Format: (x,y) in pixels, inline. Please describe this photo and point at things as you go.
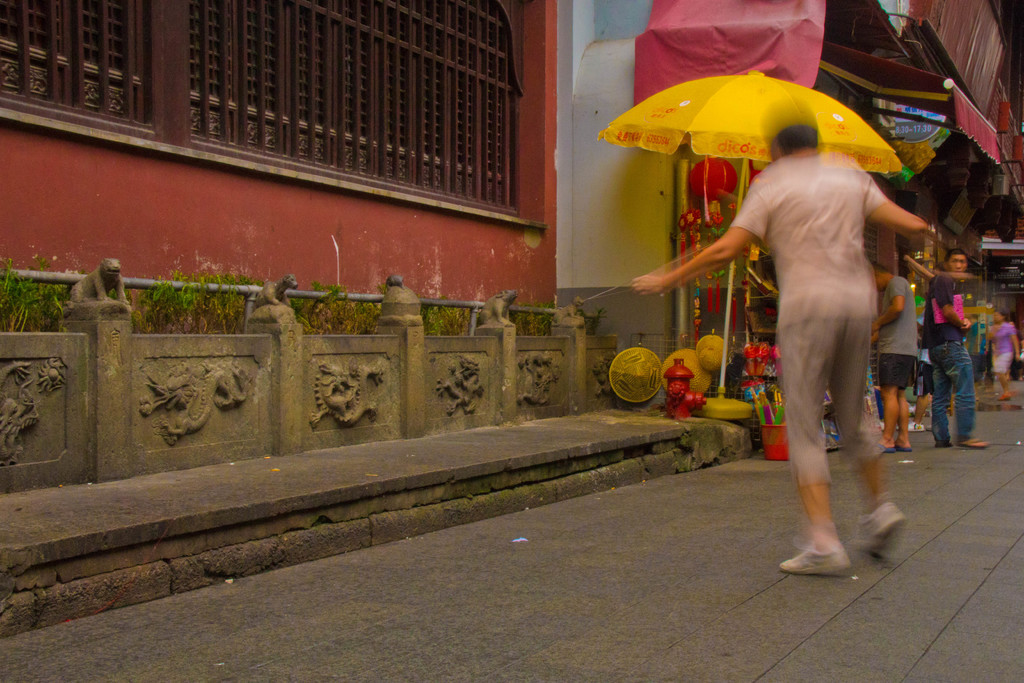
In this picture we can see group of people (832,366) and few buildings (495,199), in front of them we can see a water hydrant (694,394), an umbrella (675,103) and other things (697,285), and also we can see metal rods (240,285) and few plants (340,285).
